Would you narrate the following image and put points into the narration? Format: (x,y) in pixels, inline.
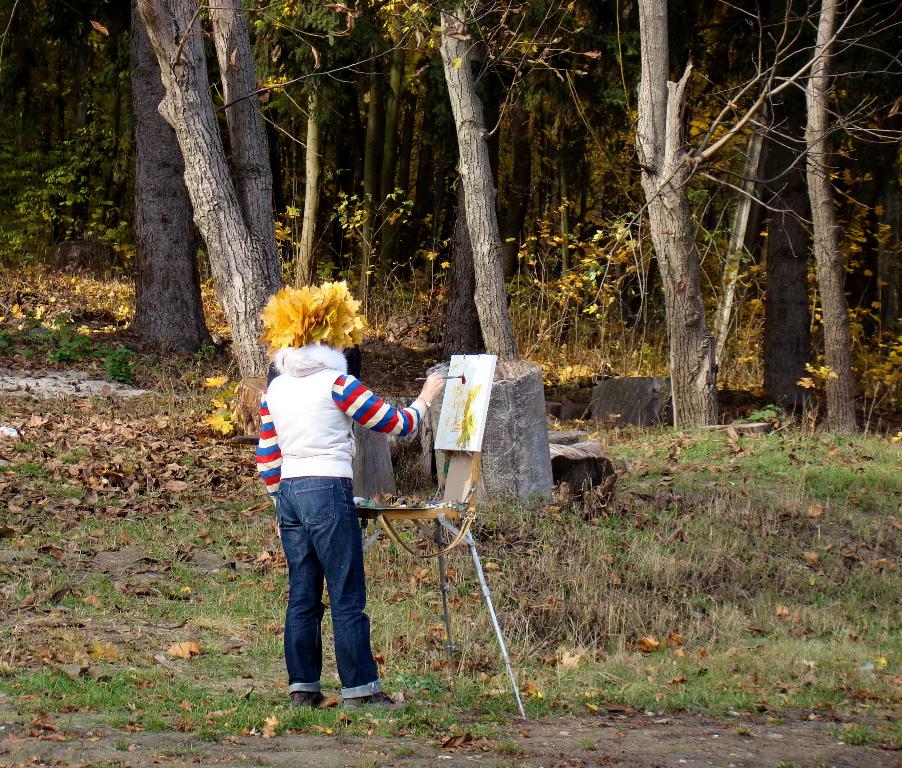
In the center of the image (355,371), we can see a person (320,401) wearing a coat (301,361) and a cap (317,310) with leaves (322,310) and holding a brush (445,376) and here we can see a board (467,410) with painting (466,430) and a stand (460,507). In the background (484,188), there are trees (502,206) and at the bottom (656,580), there is ground (612,596) covered with grass (592,603) and leaves (117,457).
